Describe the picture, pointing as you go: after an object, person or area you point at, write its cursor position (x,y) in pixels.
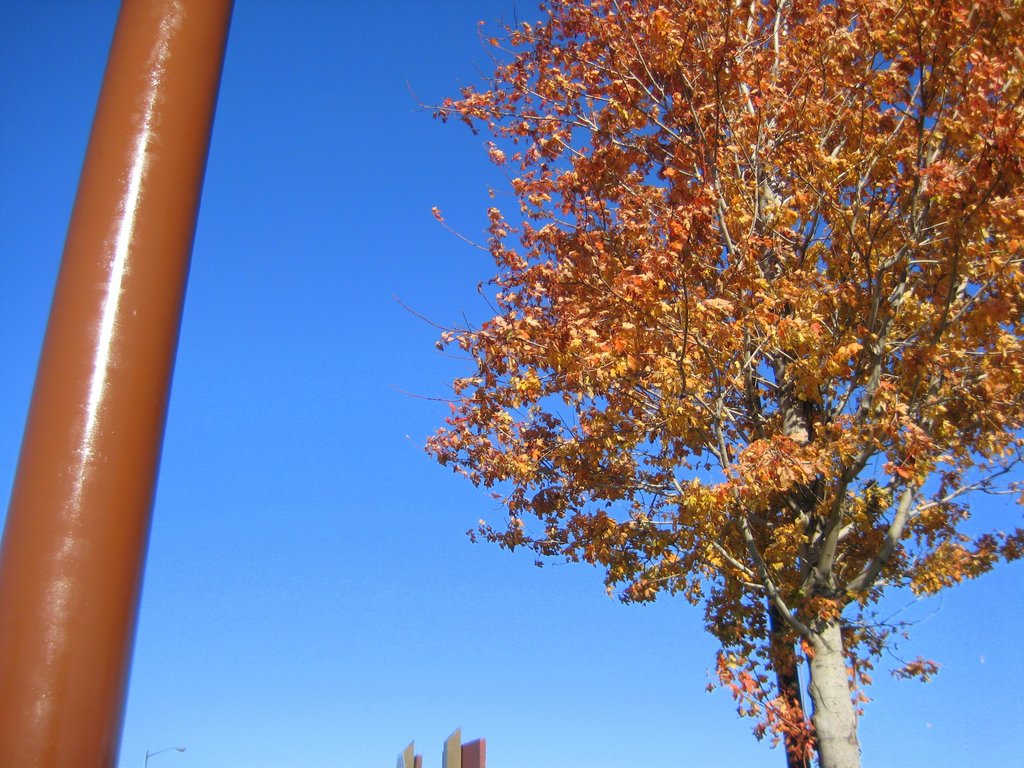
In this image I can see a pole (129,462), tree (928,385), buildings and the blue sky (427,679). This image is taken may be during a day.
